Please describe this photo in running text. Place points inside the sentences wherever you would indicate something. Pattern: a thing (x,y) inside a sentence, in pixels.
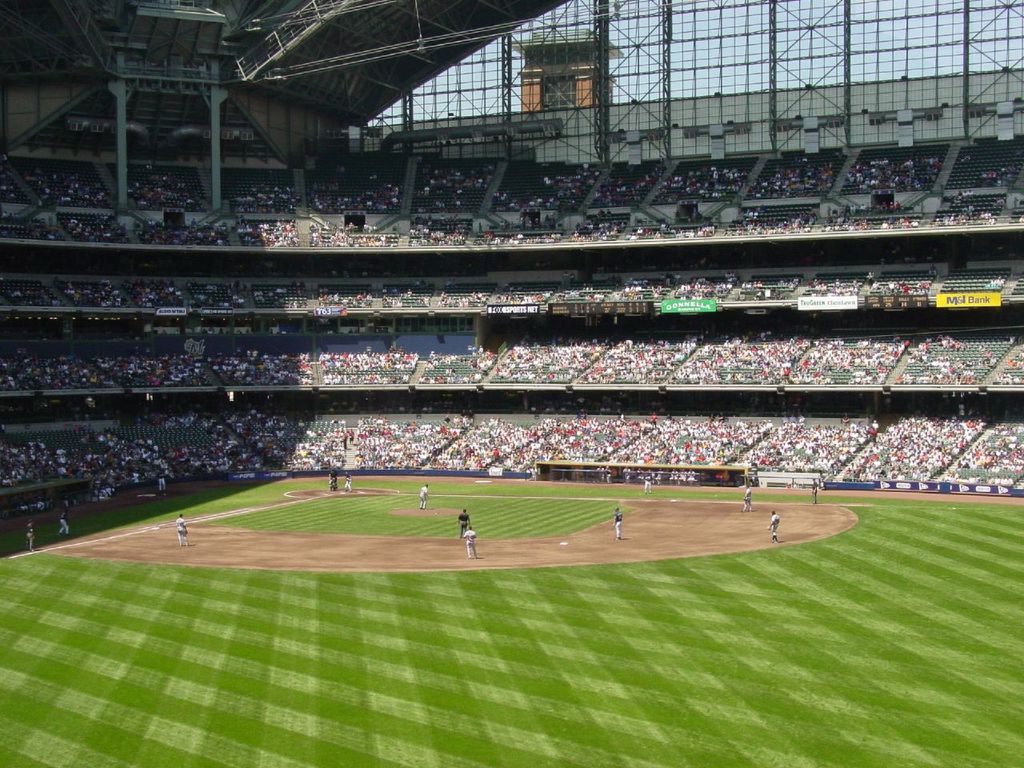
In this image there are a few players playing the baseball on the ground (402,612). Around them there are a few spectators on the stand (97,275). In the background of the image (48,85) there are rooftops (344,103) supported by metal rods (596,115). Behind the metal rods (631,74) there is a tower (535,108). There is sky (705,54).
